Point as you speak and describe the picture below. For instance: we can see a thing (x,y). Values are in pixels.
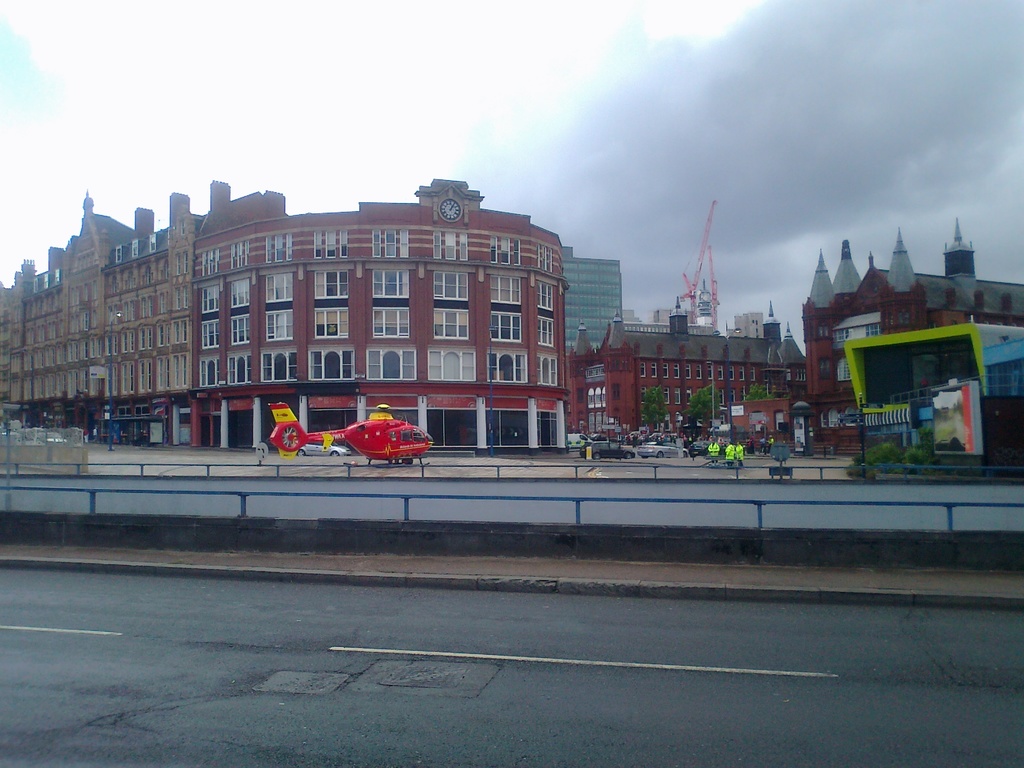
In the center of the image (419,432) there is a depiction of helicopter (407,423). In the background of the image (220,448) there are buildings (680,308). At the bottom of the image (528,601) there is road (224,600). At the top of the image (457,71) there is sky (550,125) and clouds (755,127).
